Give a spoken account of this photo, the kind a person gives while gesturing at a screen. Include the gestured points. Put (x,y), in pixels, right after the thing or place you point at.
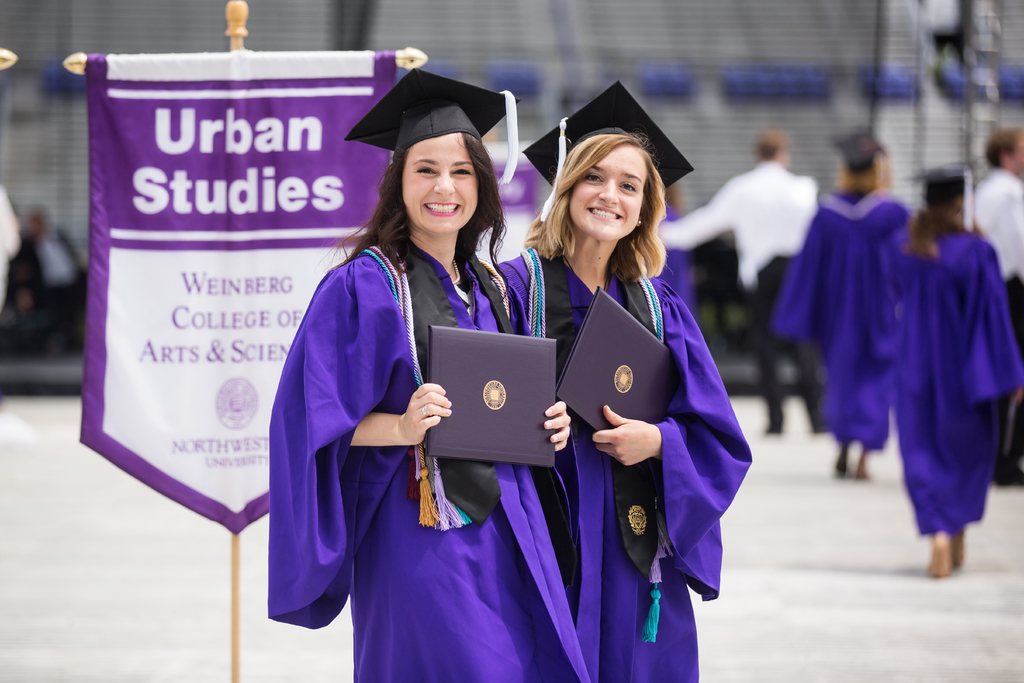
In the middle of the image (424,372) we can see two women (292,592) standing on the floor (799,586) and holding certificates (616,321) in their hands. In the background (384,173) we can see advertisement (295,244) and some persons (879,431) on the ground (751,445).
